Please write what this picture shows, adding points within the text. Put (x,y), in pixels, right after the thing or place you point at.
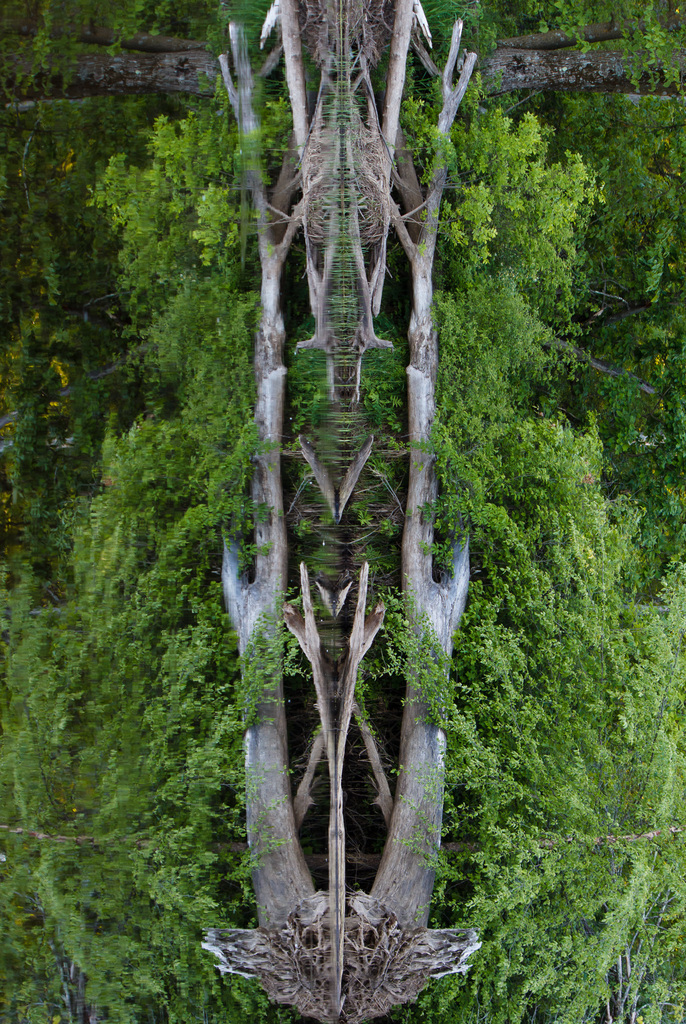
This is an edited image. In this image we can see the bark (423,602) of a tree (270,615) and a group of trees (29,362).
